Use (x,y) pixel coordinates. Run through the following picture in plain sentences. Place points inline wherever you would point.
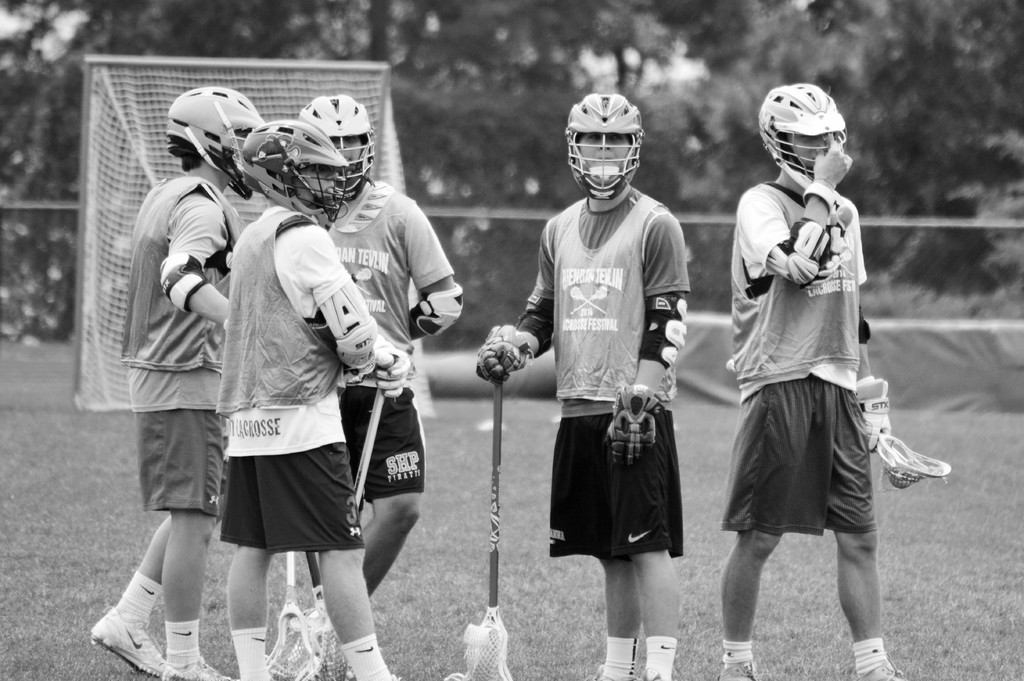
This is a black and white image where we can see players (181,401) are standing on the grassy land (783,536). In the background (287,86), we can see a net (137,140), fence (512,236) and trees (537,72).
